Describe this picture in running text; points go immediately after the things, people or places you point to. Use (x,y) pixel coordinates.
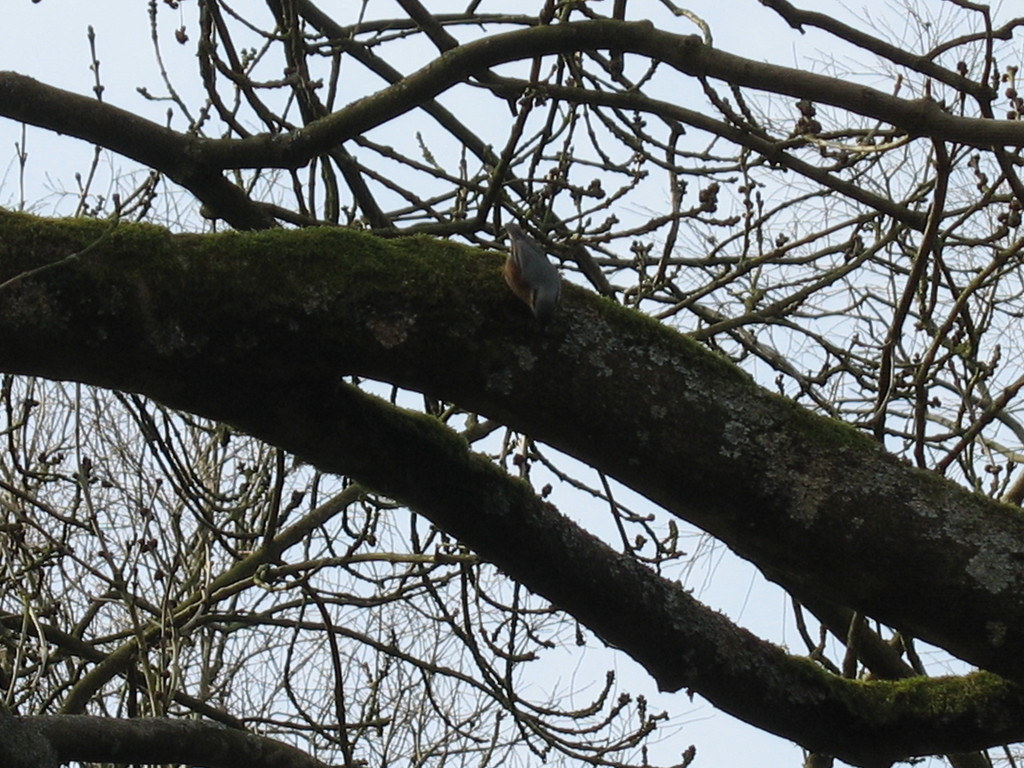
There is a bird (524,266) in the center of the image (543,272) on a trunk (623,319) and there are branches (753,306) and sky (930,398) in the background area (940,392).
